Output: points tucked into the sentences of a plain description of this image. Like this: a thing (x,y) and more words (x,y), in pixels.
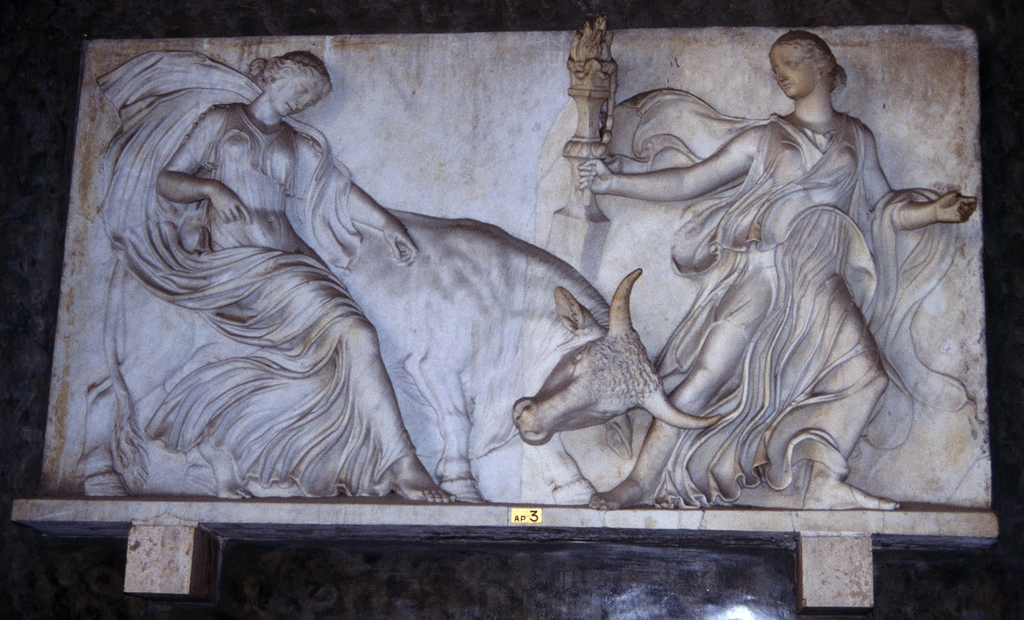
In this picture, we see the stone carved statues (284,315) of the women (331,190) and a cow (437,285). In the background (42,228), it is black in color.
